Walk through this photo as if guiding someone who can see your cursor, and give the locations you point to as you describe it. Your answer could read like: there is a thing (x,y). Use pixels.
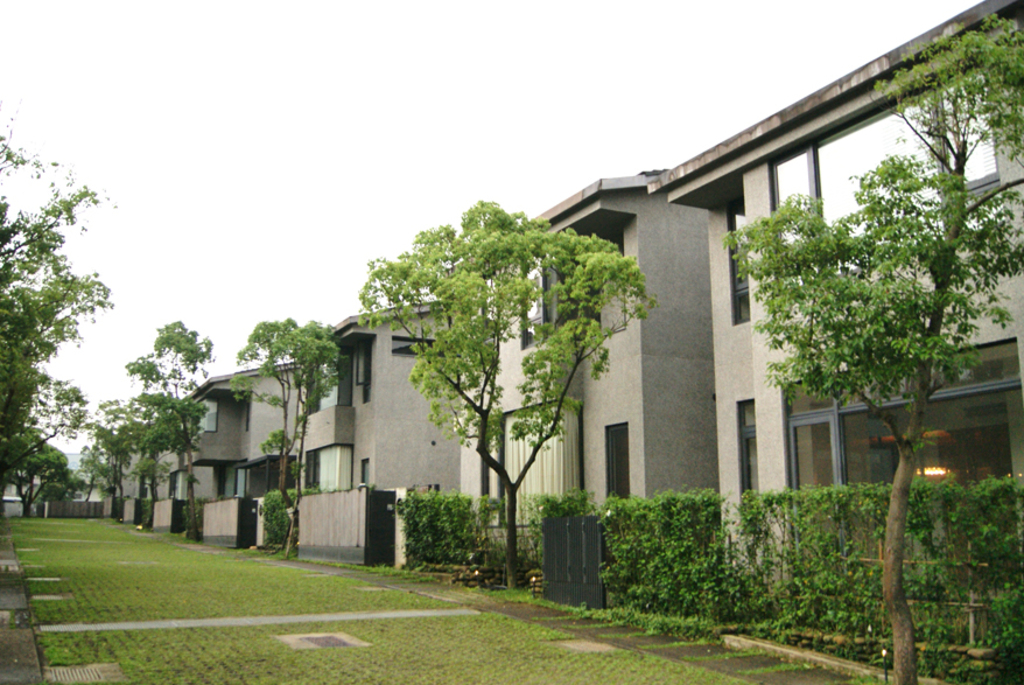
The picture which is taken outside of the houses (645,384). The houses (611,344) are in same design. The house (391,392) is in ash color and it has fence (349,514) and black gate (386,517). The plants (458,532) are in-front of houses (199,493). The trees (497,267) are also in-front of houses (393,421) and are in green color. The grass (149,565) is in-front of house (409,432). The sky (217,176) is in white color. The light (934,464) is inside the house (943,464). There is a window (618,464) with building (627,461).
